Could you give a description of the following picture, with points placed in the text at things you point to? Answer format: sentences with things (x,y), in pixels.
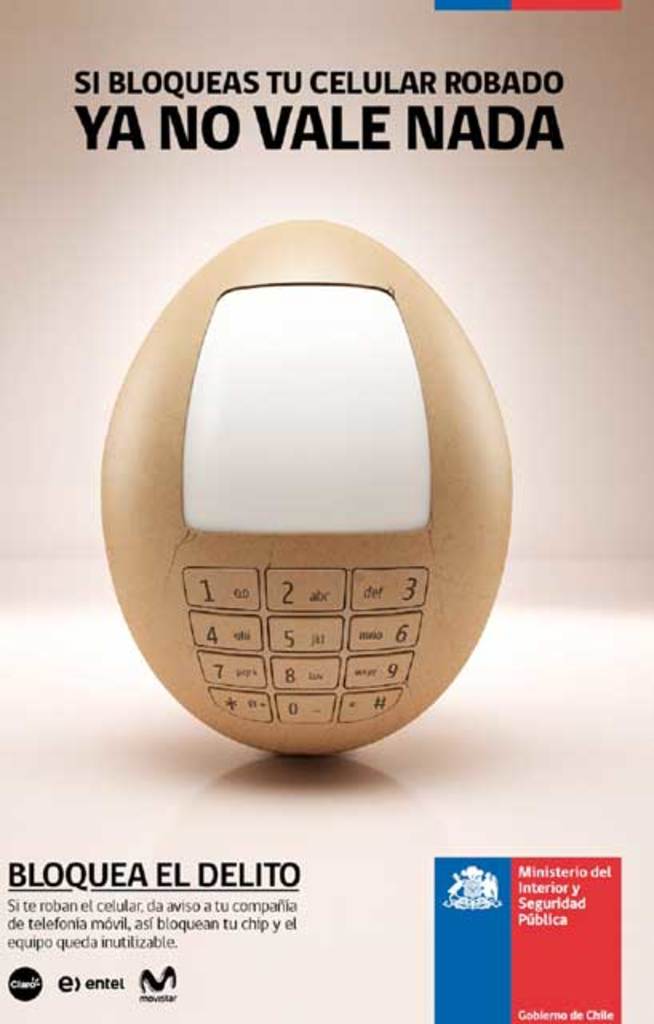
In this image I see the depiction of an egg (268,403) and I see something is written over here and I see the watermark (527,953) on the bottom (211,896) and on the top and I see the logo (480,892) over here and I see something is written over here too.
